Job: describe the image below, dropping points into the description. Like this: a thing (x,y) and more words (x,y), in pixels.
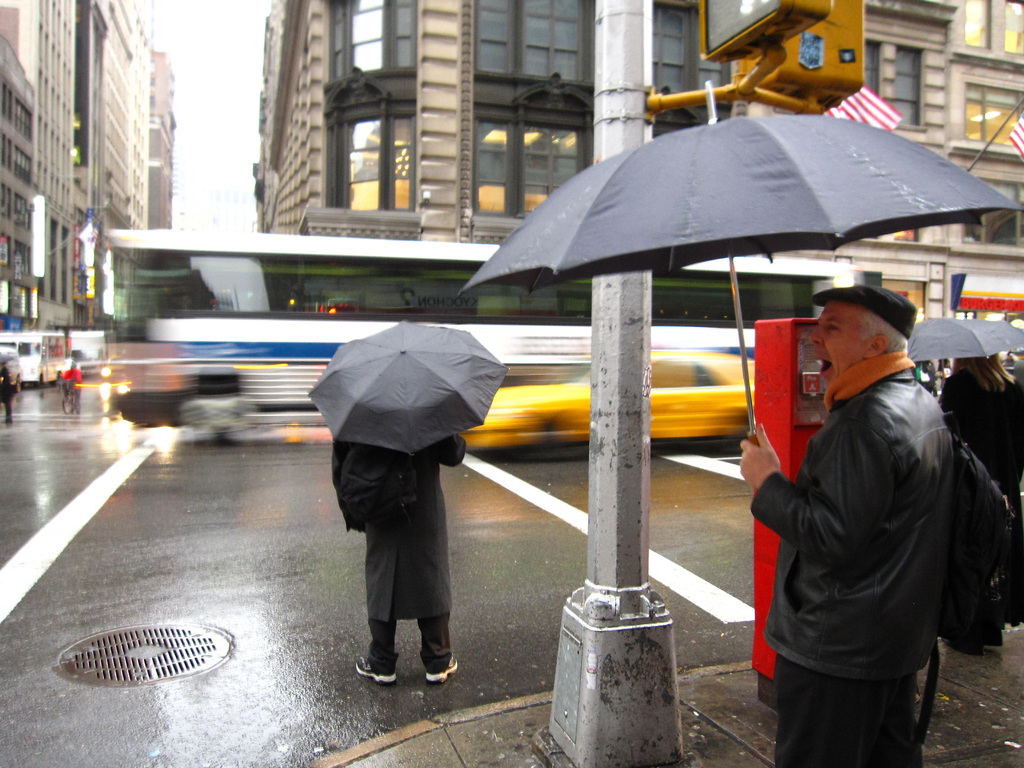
In this image we can see people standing on the road (309,478) and some of them are holding umbrellas (718,226) in their hands (744,453), motor vehicles (143,352), electric lights (784,25), advertisements (78,254), buildings (515,73), flags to the flag posts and sky (234,105).
